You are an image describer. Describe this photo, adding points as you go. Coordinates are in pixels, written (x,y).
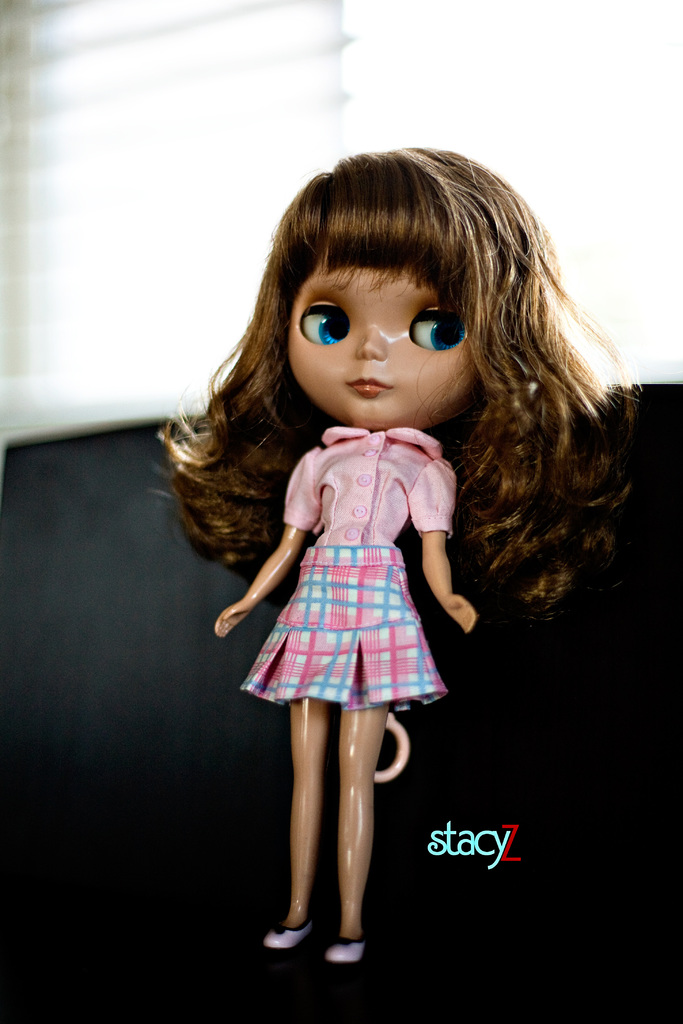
Here we can see a doll (411,641). Background (95,88) it is in white and black.
